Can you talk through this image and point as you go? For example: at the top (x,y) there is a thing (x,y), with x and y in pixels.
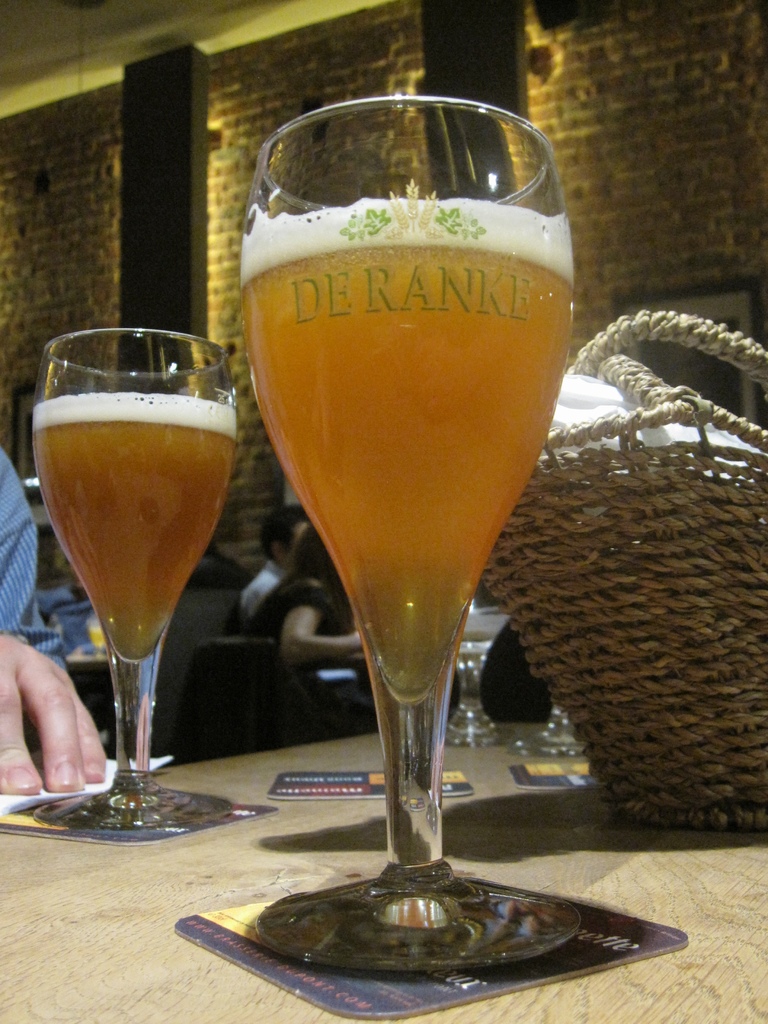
In this image there is a table (114,897) on which there are two wine glasses (289,438), Beside them there is a basket (636,594). In the background (300,571) there are few people (274,620) sitting in the chairs (252,638) around the table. On the right side (667,101) there is a wall (679,88) in the background (571,93). On the left side (49,740) there are fingers (47,743) of the person (42,743) on the table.
